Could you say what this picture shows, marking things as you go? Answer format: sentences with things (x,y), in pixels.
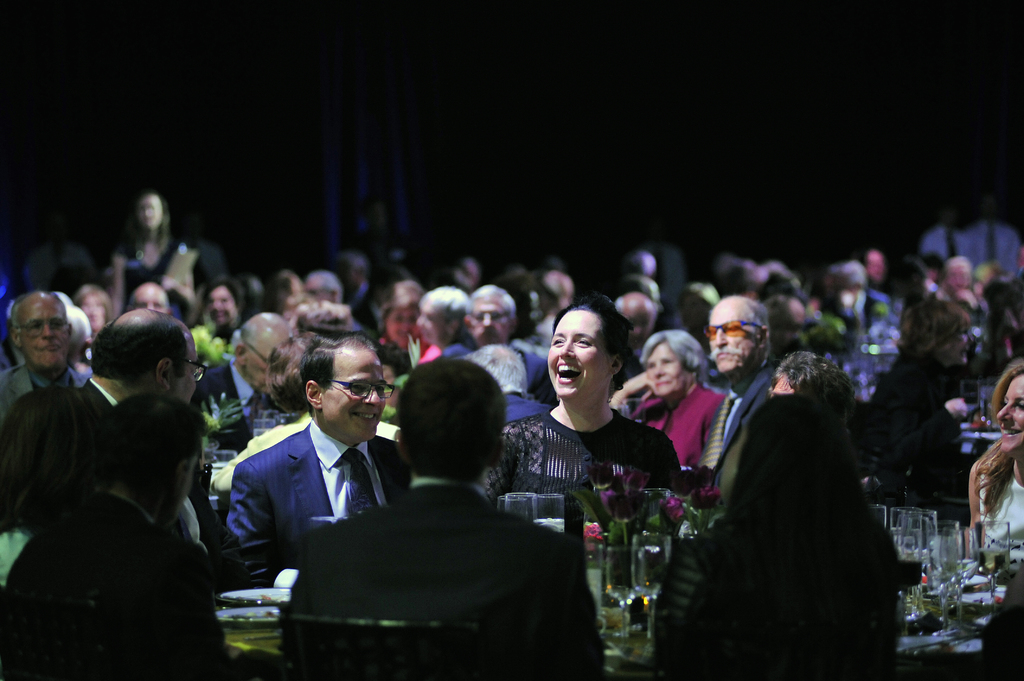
In this picture we can see a group of people (331,286), glasses (937,547), flowers (692,530), some objects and in the background (561,194) it is dark.
